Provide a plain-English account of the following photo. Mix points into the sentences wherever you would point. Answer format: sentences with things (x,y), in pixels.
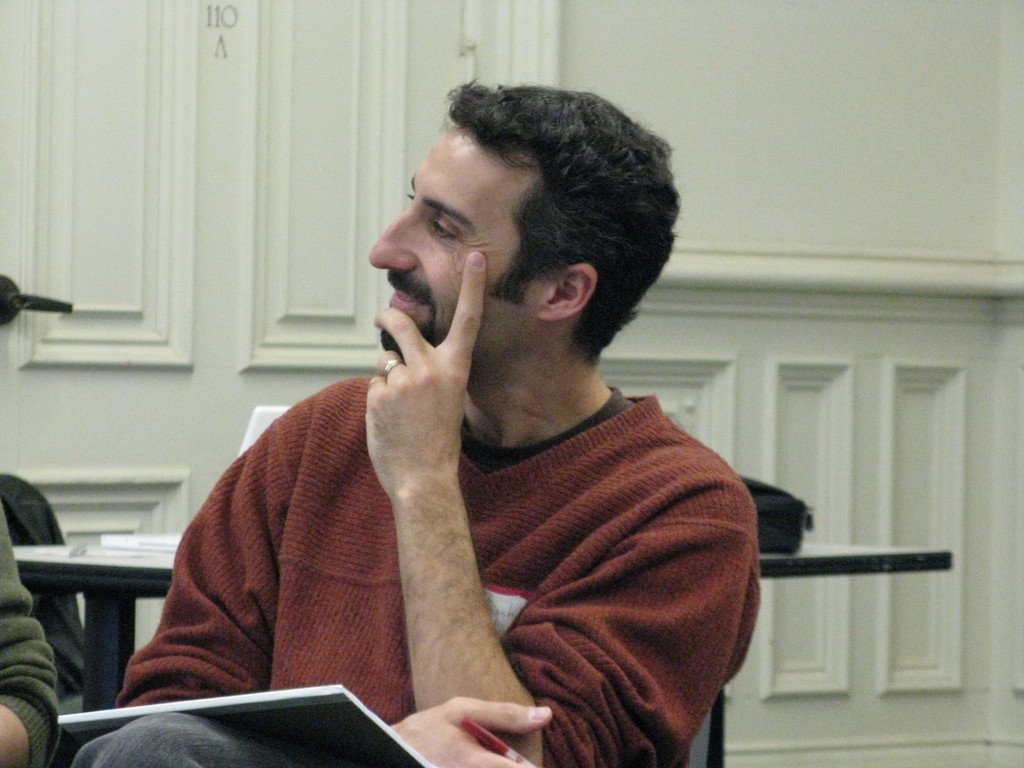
In this picture we can see a man (561,593) is sitting and holding a pen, there is a book (328,707) on his lap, on the left side (34,682) we can see another person's hand (23,656), there is a table (820,555) in the middle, in the background (633,374) those are looking like cupboards (442,109).
